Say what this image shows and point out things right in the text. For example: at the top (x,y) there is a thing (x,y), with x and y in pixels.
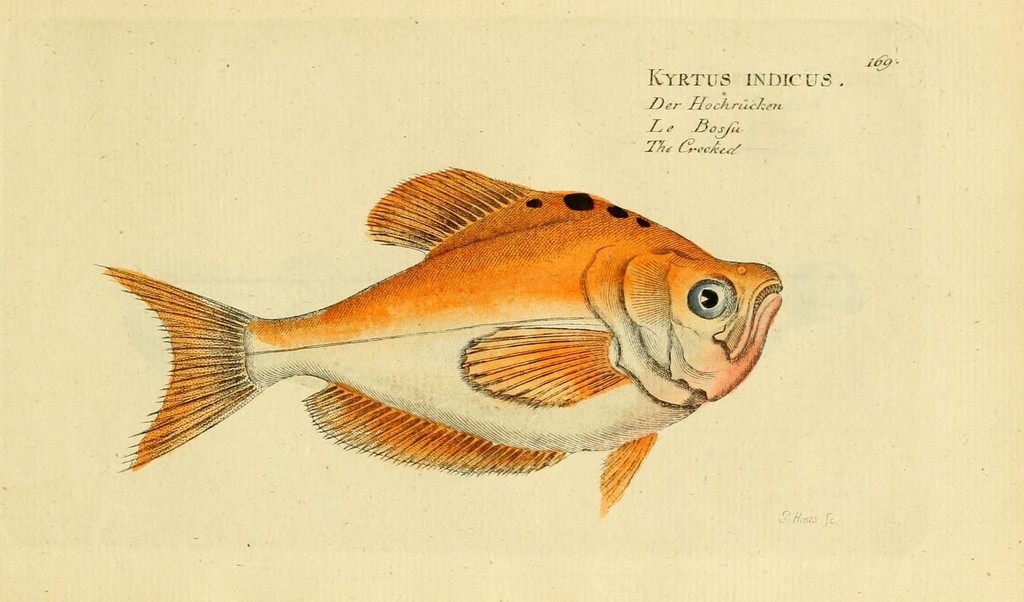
In this image we can see the picture of a fish (549,400) on a paper (858,422). We can also see some text (751,83).
